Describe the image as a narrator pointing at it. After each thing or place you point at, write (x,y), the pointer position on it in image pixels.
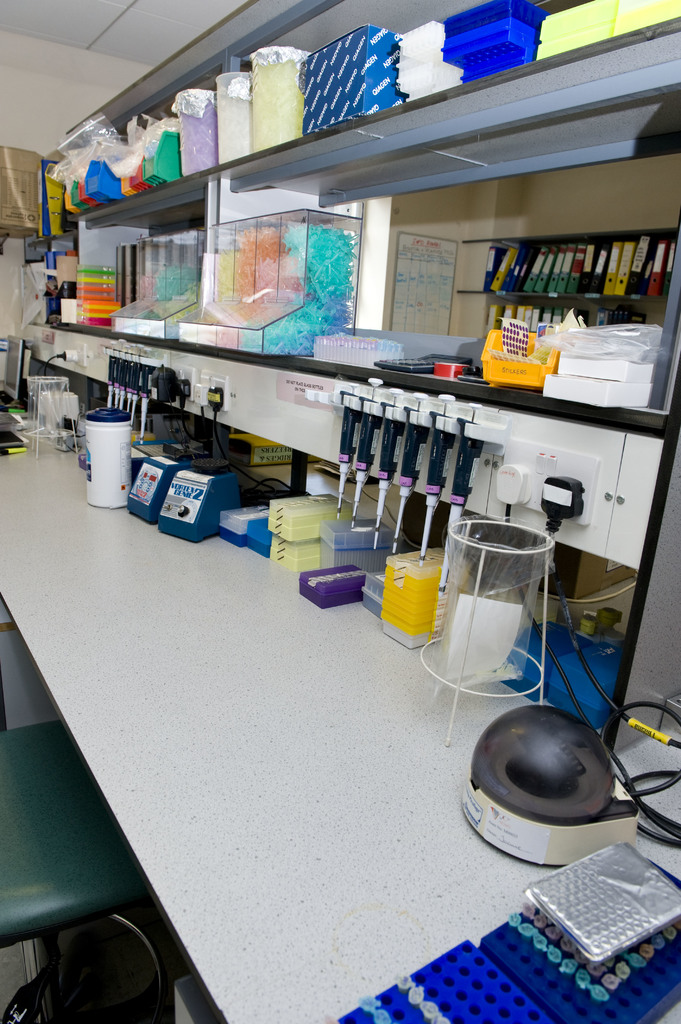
In this image it seems like a science laboratory (355,463) where there is a desk (173,627) in the middle (288,682). On the desk (173,627) there are jars (114,473), boxes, cups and so many science objects (200,530). At the top (167,184) there are racks (310,180). In the racks (173,217) there are boxes (185,275). In the background (534,266) there are so many files (540,262) which are kept in the racks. On the left side (54,844) there is a chair (54,842).
